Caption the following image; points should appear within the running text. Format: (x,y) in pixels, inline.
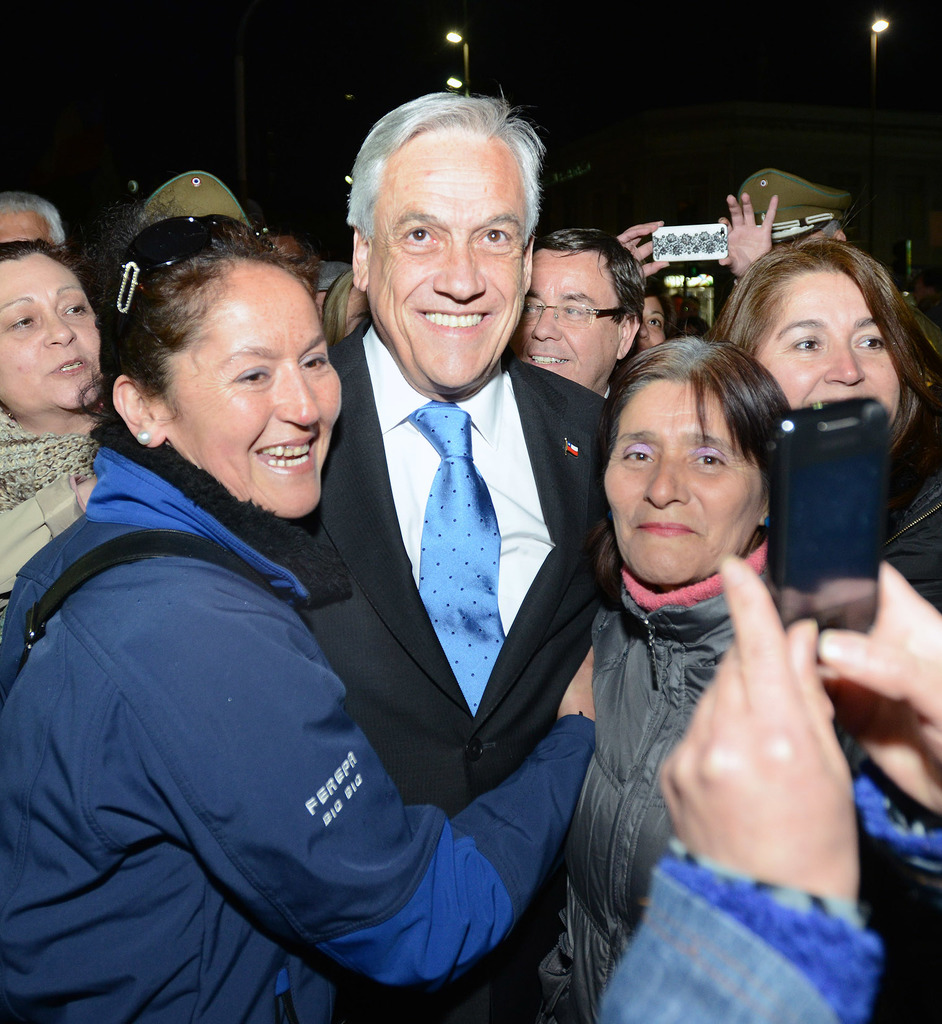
In the image we can see there are many people (444,499) wearing clothes (568,469), this is a device (832,521), cap (794,219), hair clip (130,270), tie (470,523), spectacles (572,312) and we can even see there are light poles (465,52). These people (468,348) are smiling.
